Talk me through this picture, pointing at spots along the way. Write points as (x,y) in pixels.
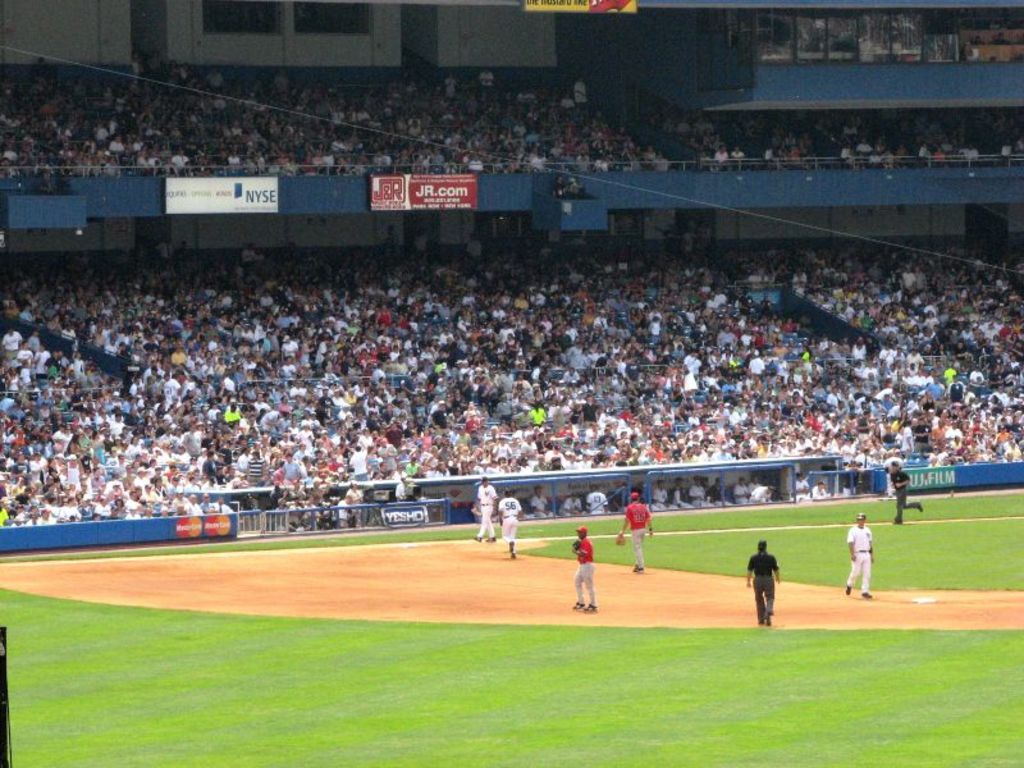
At the bottom of the image (482,649) we can see persons (486,504) on the ground (610,681). In the background (855,487) we can see crowd (829,397), chairs (510,142), stairs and fencing (92,525).
